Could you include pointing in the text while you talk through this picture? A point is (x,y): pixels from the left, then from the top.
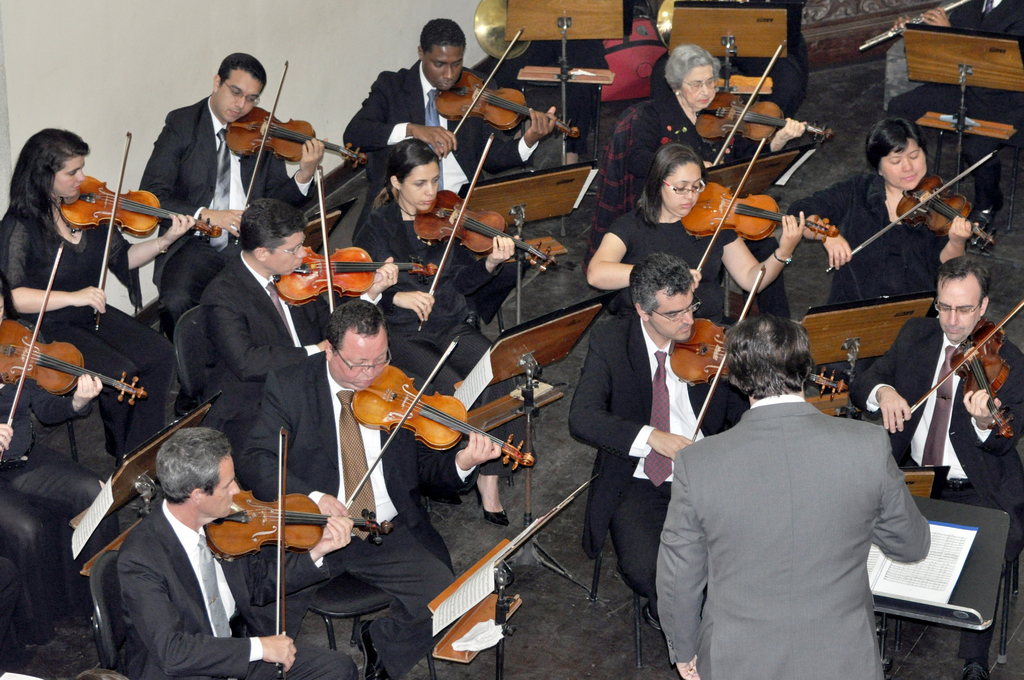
In the picture we can see musicians (872,255) are playing musical instruments (928,225). Most of them are playing violin (933,208). In the right top corner (907,23) the musician (930,9) is playing a flute (888,38). Beside him two musicians (575,41) are playing French horn (496,26). In the foreground (792,564) in the right side (795,645) a person (799,539) is instructing the musician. In front of every musician (597,288) there is a stand (501,567) which is having a sheet (484,569) which is containing musical notes (462,593). Most of the musicians (458,250) are wearing black clothes (210,252). The instructor (786,623) is wearing a grey suit (762,548). The musicians (617,539) are sitting on a black chair (101,624). The floor (562,617) is black. the wall (168,69) is white.
